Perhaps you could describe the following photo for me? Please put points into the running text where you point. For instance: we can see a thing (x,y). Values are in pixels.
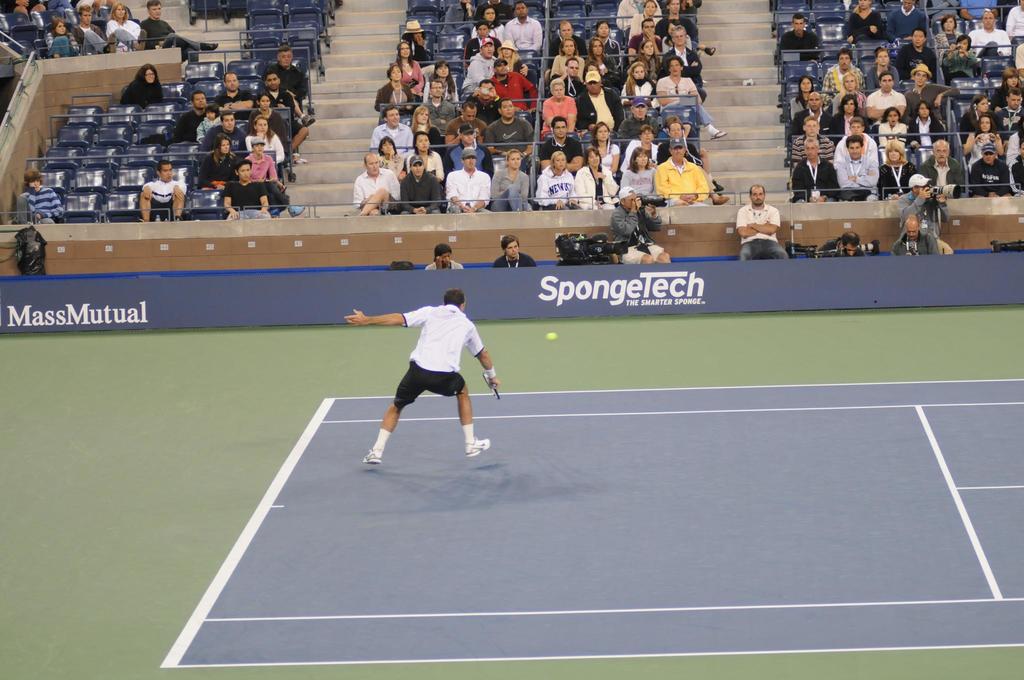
In this picture we can see a man (475,343) who is playing in the ground (741,435). This is the ball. Here we can see some persons (606,109) are sitting on the chairs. And this is the hoarding (288,309).
